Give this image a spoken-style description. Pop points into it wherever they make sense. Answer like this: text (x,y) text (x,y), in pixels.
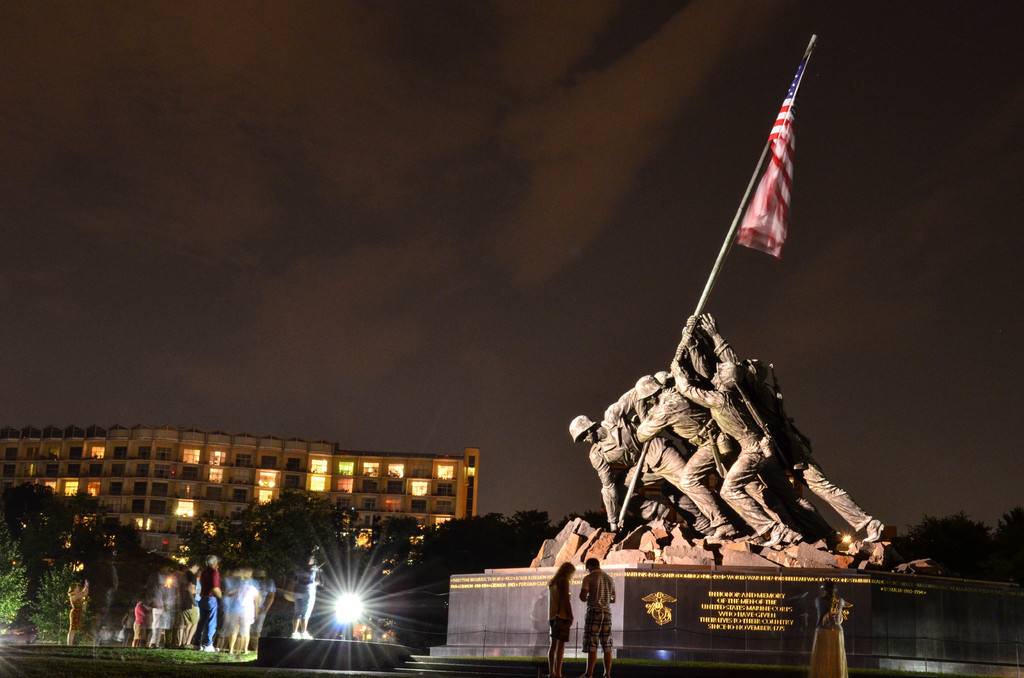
In this image we can see a statue (730,439), text (714,610) on the wall (691,614), a flag (759,232), few people (214,598) standing on the ground (617,658), there are few trees (381,569), a building (180,489) with lights (350,465) and the sky (563,362) in the background (618,219).
